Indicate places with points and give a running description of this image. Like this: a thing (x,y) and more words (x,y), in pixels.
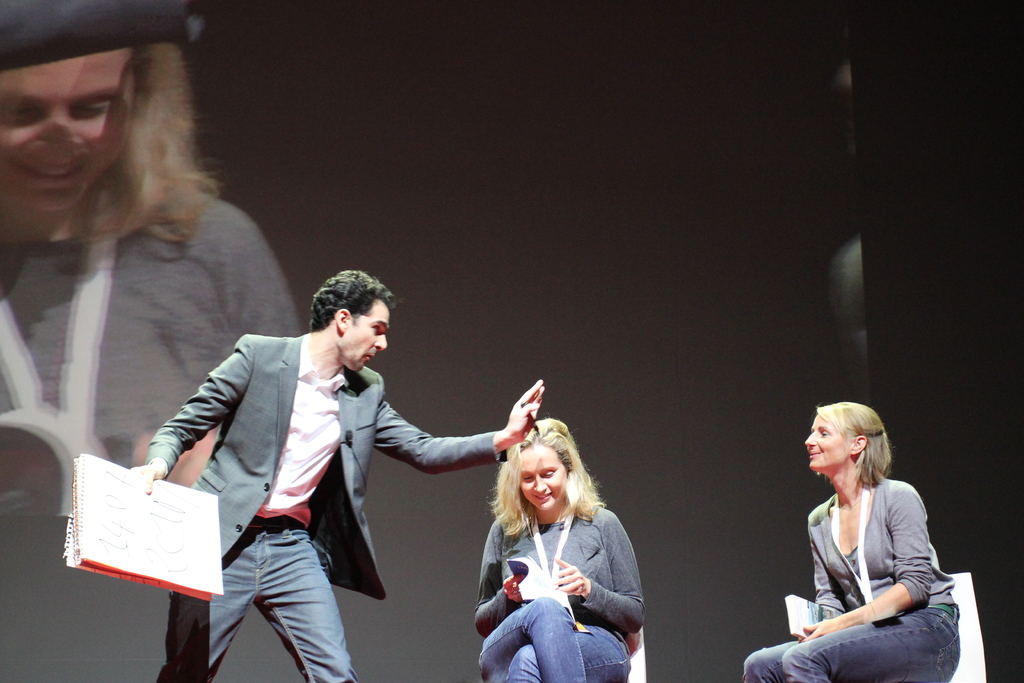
On the left side (266,452), there is a person (272,467) in a suit (246,411), holding a pen (535,427) with a hand (516,421) and holding a book (117,516) with the other hand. On the right side (853,537), there are two women (932,571) in the gray color T-shirts (871,541), sitting on the white color chairs (966,662). In the background (312,192), there is a screen (278,167). And the background (332,141) is dark in color.
